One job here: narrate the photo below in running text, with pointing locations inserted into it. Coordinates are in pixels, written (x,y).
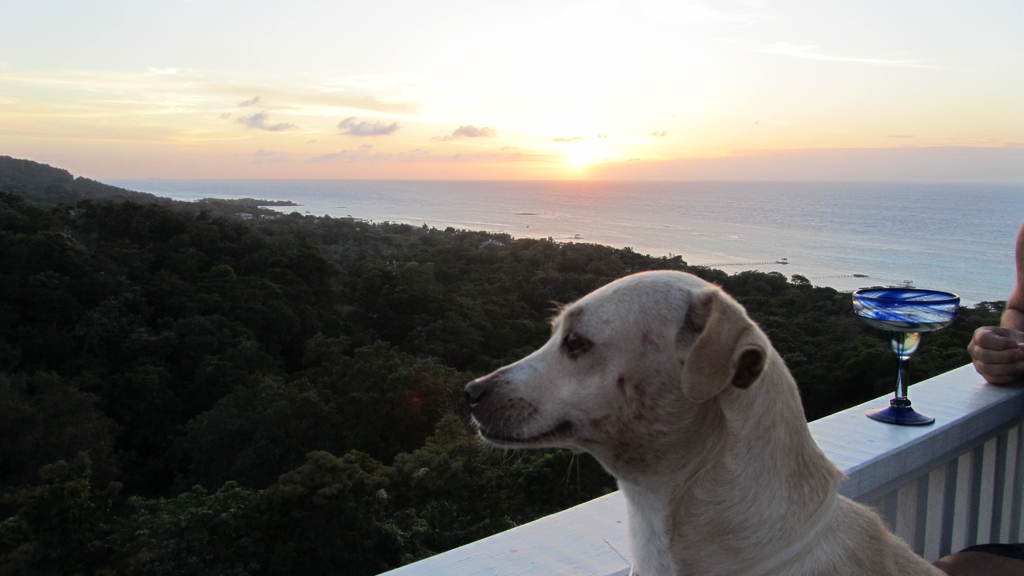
In this image we can see human hands (1017,358) and the glass (914,418) placed on the railing (888,429) and we can also see dog (560,380), trees (395,437) and sky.
